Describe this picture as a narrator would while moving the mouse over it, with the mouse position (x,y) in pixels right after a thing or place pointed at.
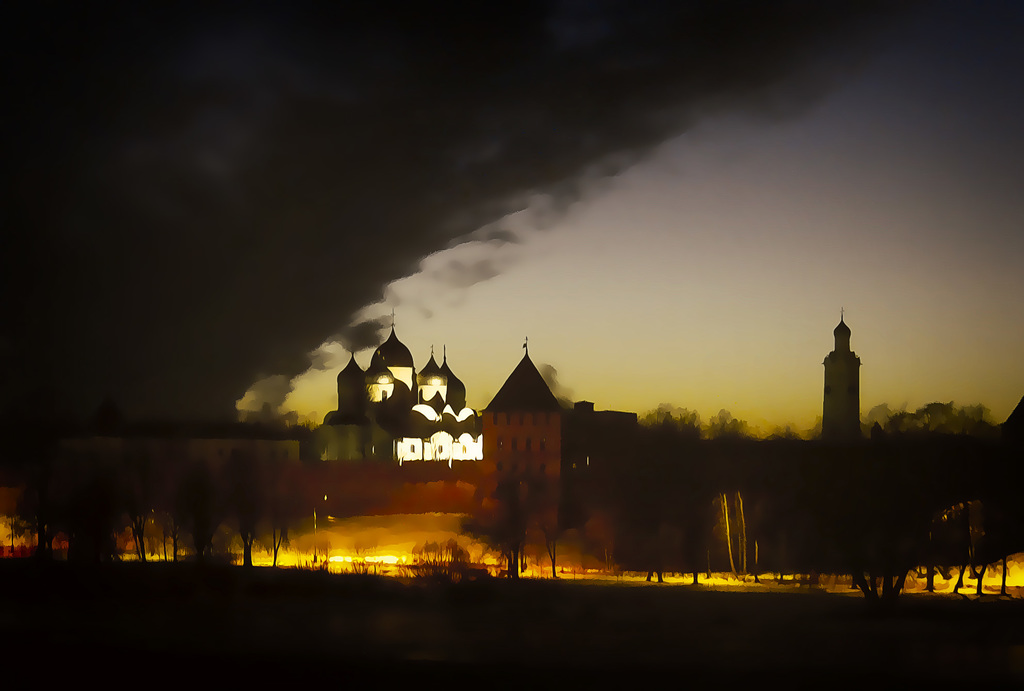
In this picture I can see in the middle (456,447) there are trees (932,429) and buildings (548,461) with the lights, on the left side (218,192) it looks like there is smoke (224,210), at the top (739,218) there is the sky (739,245).
